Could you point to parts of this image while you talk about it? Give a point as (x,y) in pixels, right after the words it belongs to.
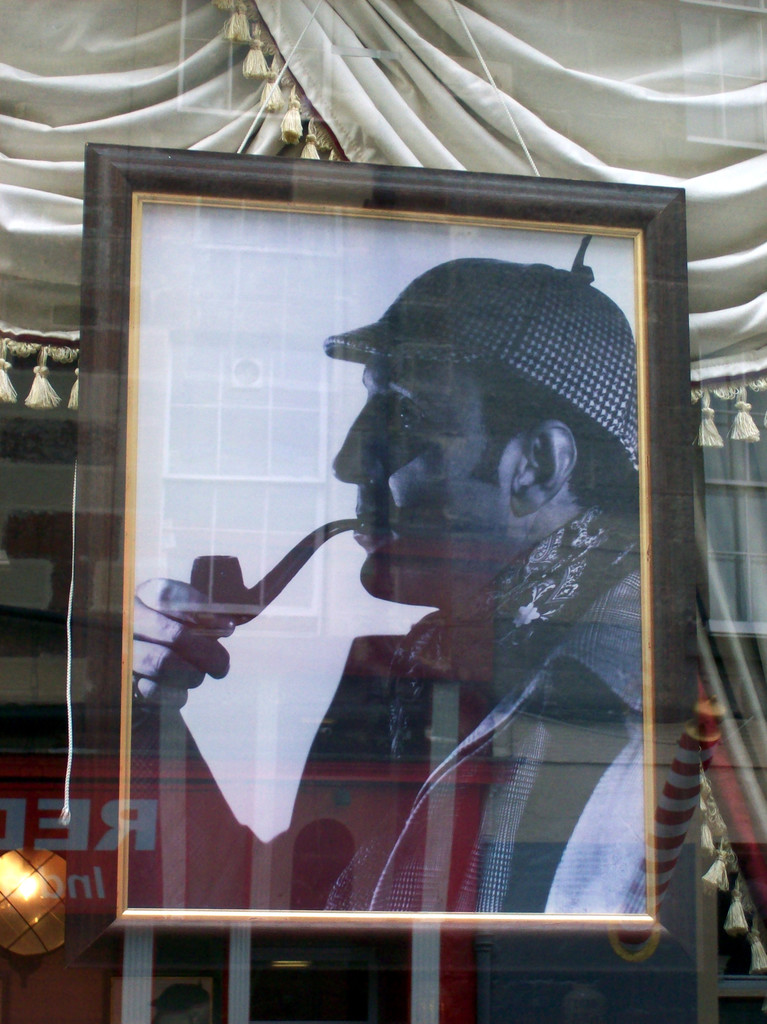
This image is taken outdoors. In the background (453,83) there is a curtain (79,343) and there is a board (82,869) with a text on it. There is a lamp (35,882). In the middle of the image (346,502) there is a picture frame (339,658) with an image (342,825) of a man (483,723).
